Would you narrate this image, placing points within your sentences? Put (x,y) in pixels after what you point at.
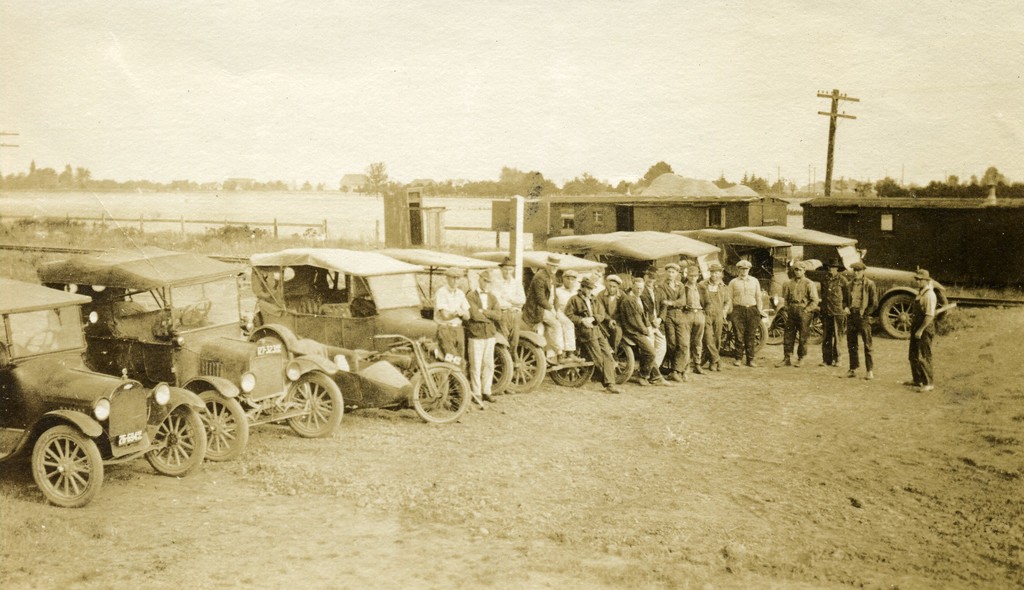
This is an very old picture, in the image, in the middle (380,302), there are vehicles (119,323), in front of the vehicles (411,375), few people (601,318) standing, behind the vehicle (886,326), may be there is the lake (353,232), train (591,225), poles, trees (71,182) visible, at the top (457,96) there is the sky (422,32).
